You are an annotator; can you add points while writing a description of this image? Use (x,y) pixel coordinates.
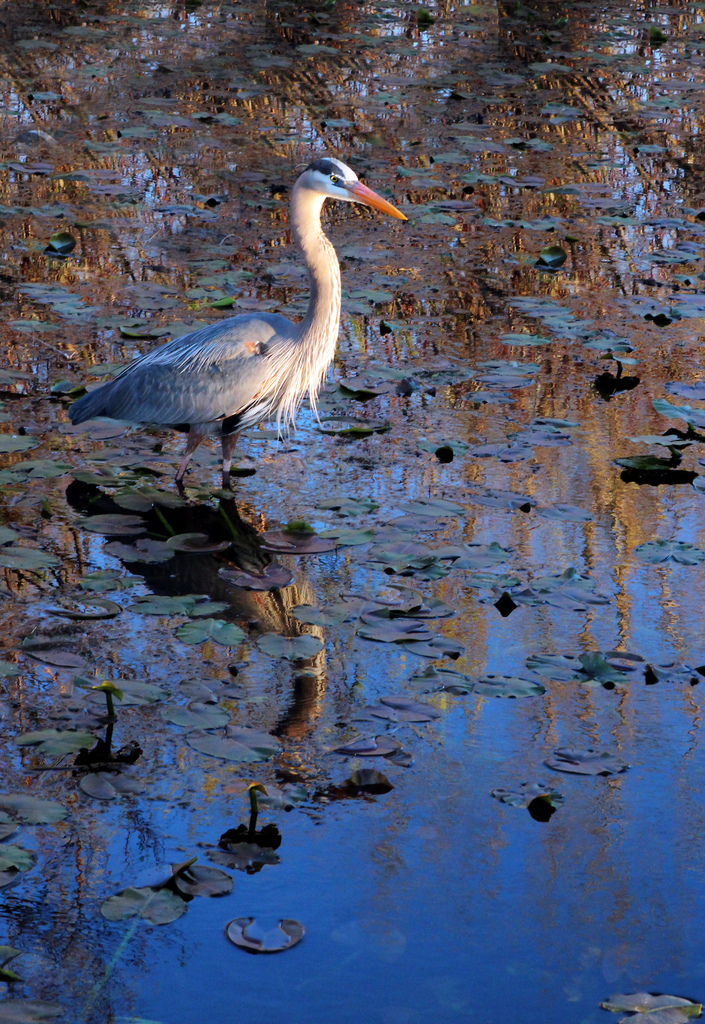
This picture shows a crane (229,476) in the water (345,661) and we see leaves (373,626).
